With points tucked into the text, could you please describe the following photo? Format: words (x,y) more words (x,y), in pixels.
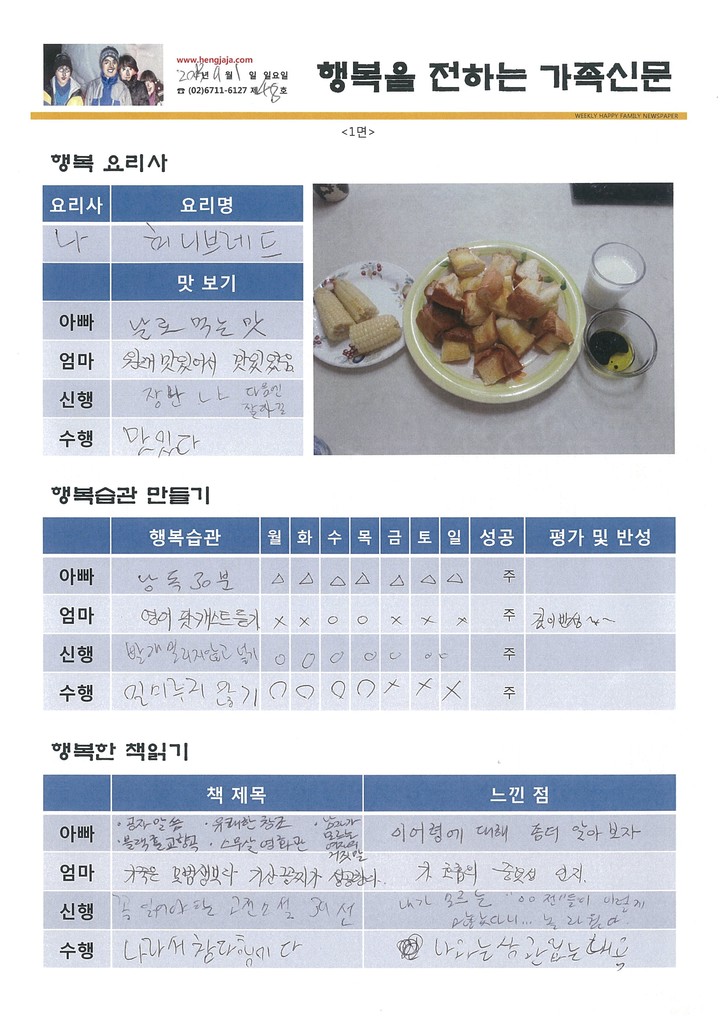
In this image we can see the plates (382,282) and glasses (632,323). Here we can see the corn (345,284) in the plate (379,294) and food items (493,329). Here we can see a glass (604,277) of milk (622,264). At the left top corner (92,84) we can see the pictures (101,84) of some people (60,100).
